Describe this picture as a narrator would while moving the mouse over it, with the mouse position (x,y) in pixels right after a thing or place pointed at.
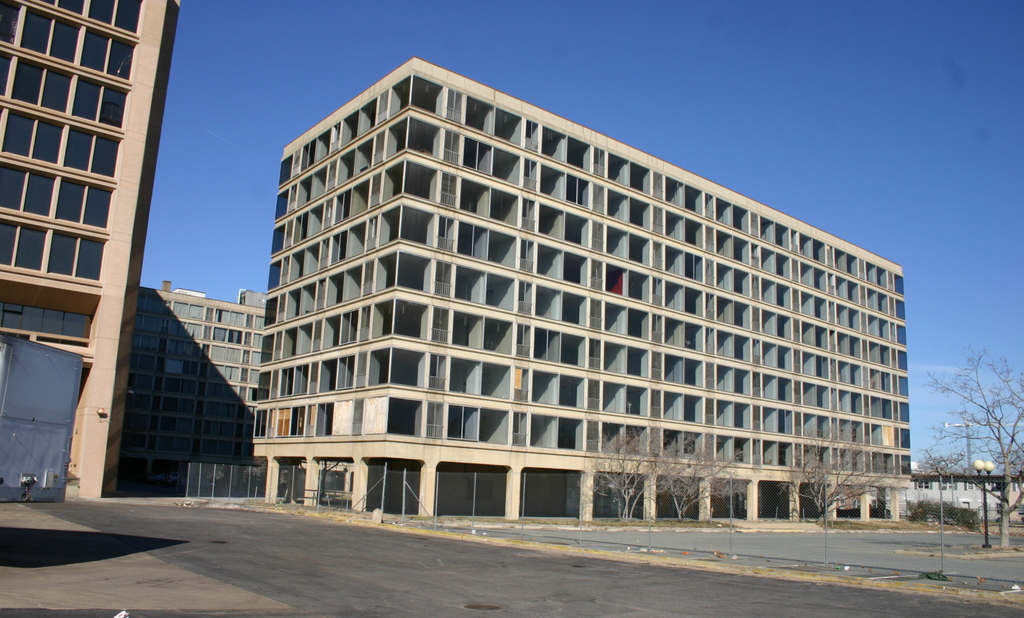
Here at the bottom (428,564) we can see road (526,572) and fence (730,556). In the background (353,404) there are buildings (413,345), bare trees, light poles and sky (718,149).
